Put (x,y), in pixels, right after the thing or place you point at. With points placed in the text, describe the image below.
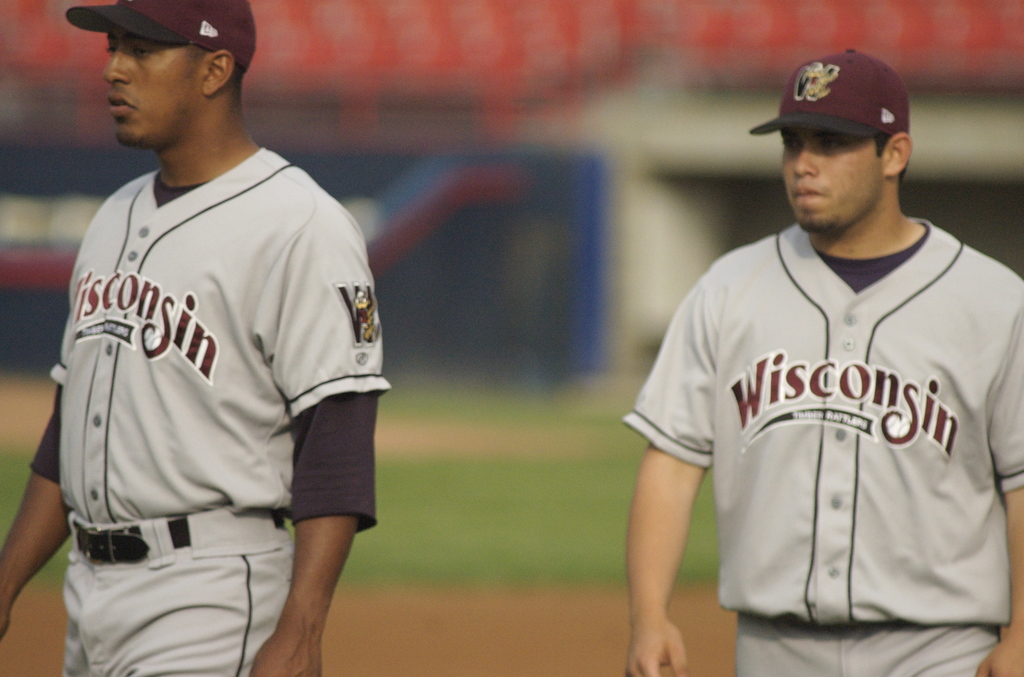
In front of the image there are two players (657,476). Behind them there are empty stadium stands (526,101) in the stadium (288,36). At the bottom of the image (484,511) there is grass (488,529) on the surface (513,502).
